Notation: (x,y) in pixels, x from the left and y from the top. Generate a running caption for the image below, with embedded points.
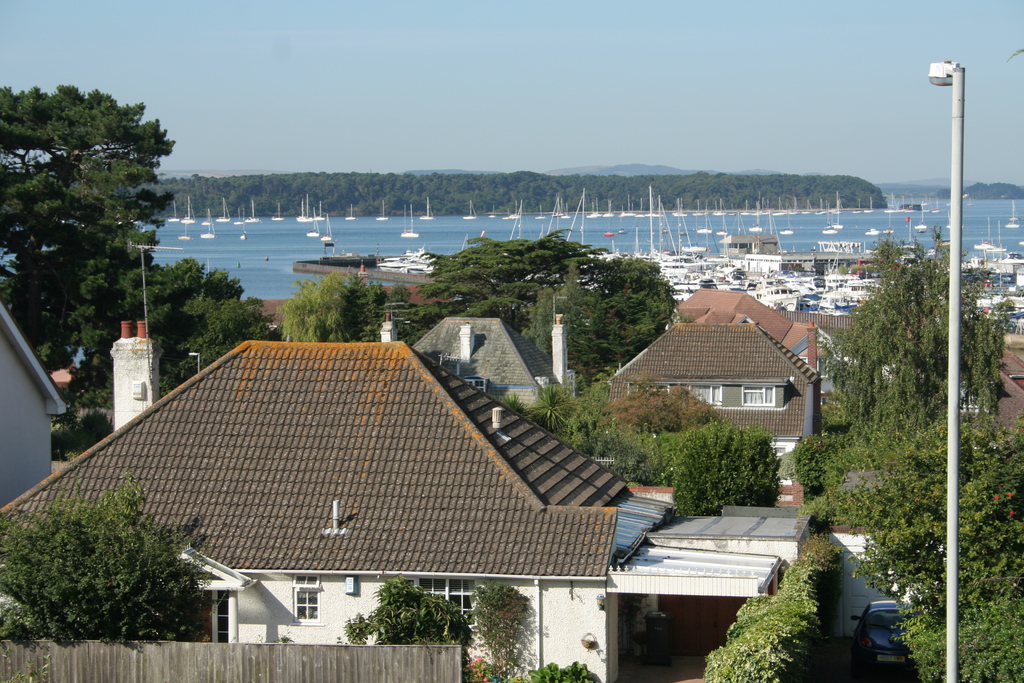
This picture is clicked outside the city. At the bottom of the picture (437,549), we see buildings (517,482) and trees (921,671). On the right side (961,99), we see a pole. In the background (281,231), we see boats (243,235) sailing in the water (474,229) and boats (655,262) in the harbor (798,262). This water (810,240) might be in the sea (289,235). There are trees (499,185) and hills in the background (619,199). At the top of the picture (440,106), we see the sky (450,81).
